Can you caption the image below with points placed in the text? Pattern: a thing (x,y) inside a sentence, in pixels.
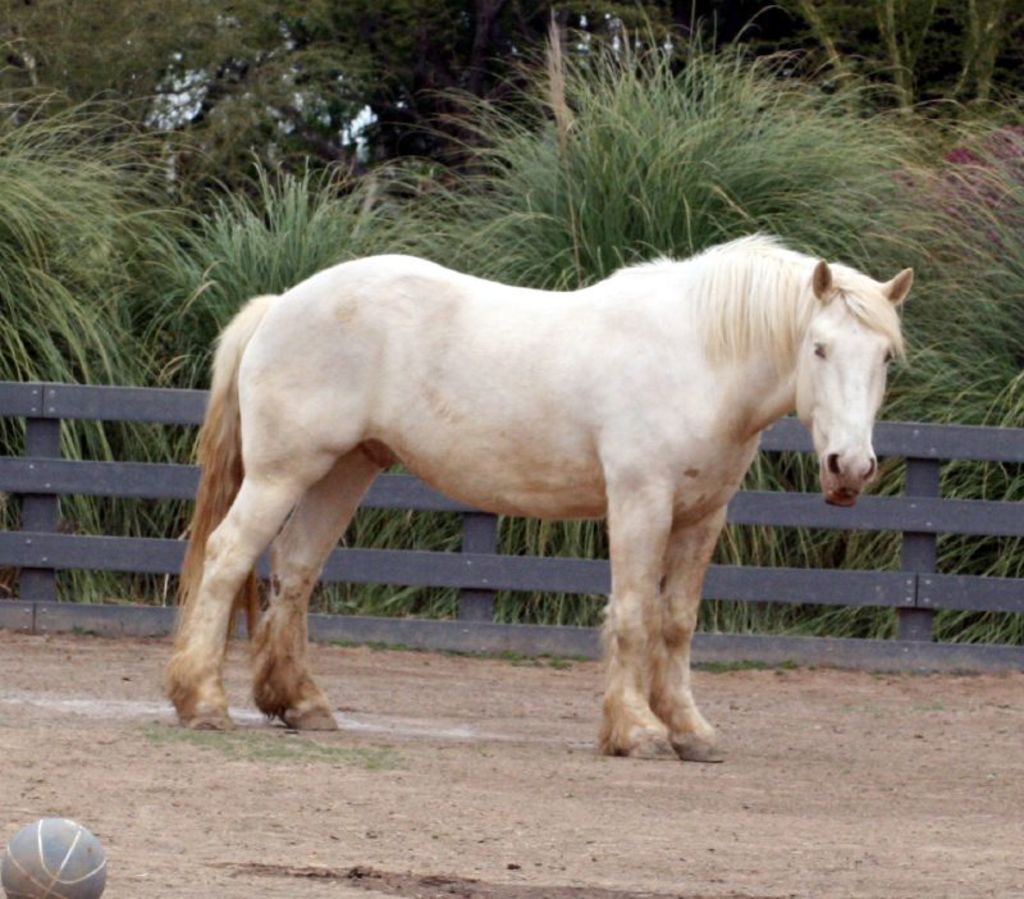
In this image I can see a white horse (520,478) standing on the ground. In the background (583,559) I can see fence (560,559), plants (517,270) and trees (363,157). Here I can see a ball (56,861) on the ground (5,780).
